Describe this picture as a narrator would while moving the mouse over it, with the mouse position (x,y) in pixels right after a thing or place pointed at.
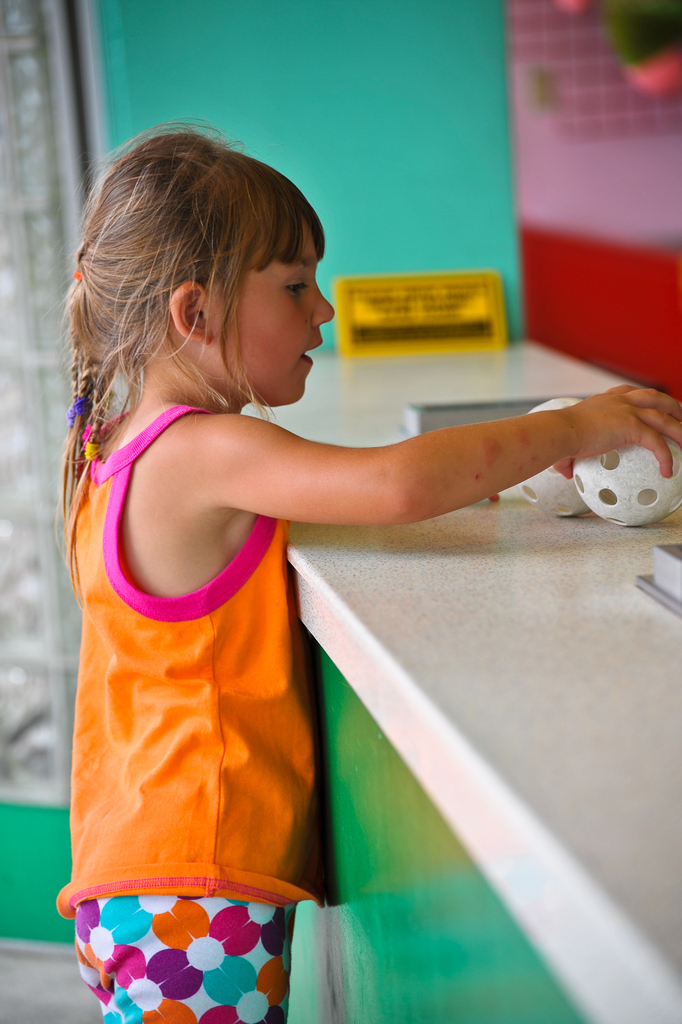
In this picture I can see a girl (253,527) holding a ball (616,498) on the countertop (426,373) and I can see a small board (435,323) with some text (388,301) and I can see another ball (551,477) on the side.
